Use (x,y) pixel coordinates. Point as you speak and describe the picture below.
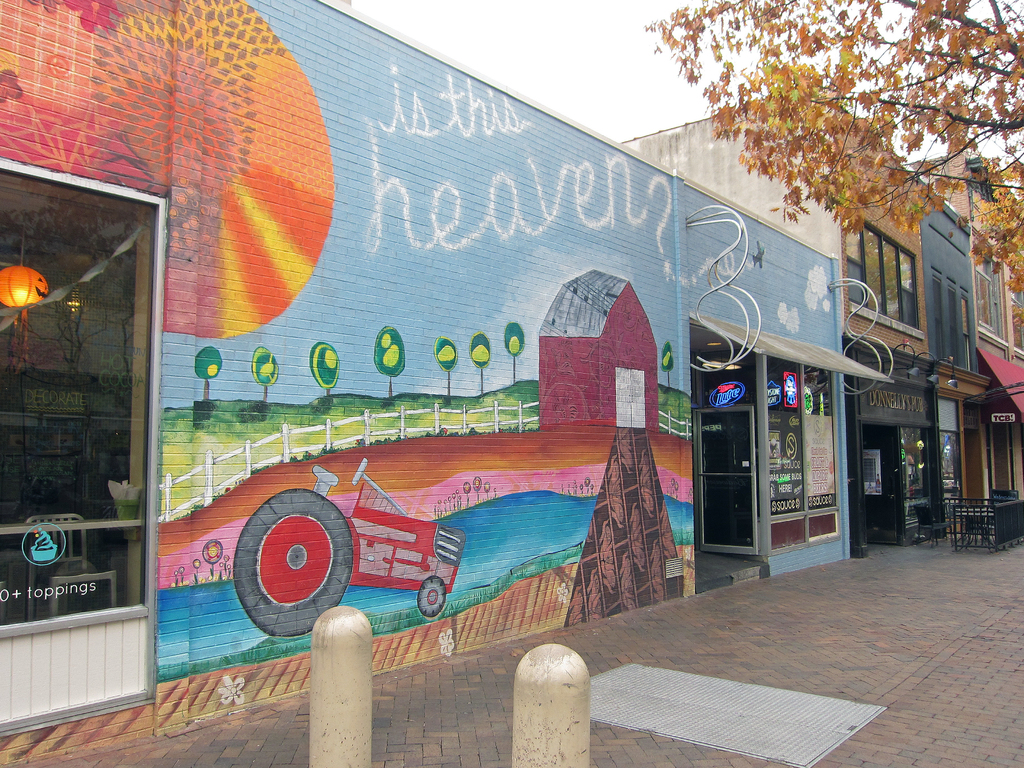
There is a glass door (7,501) on the left side of the image (72,365), there is a pumpkin lantern (19,288), chair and other items (58,422) inside the door (44,380), there is a painting (455,330) on the wall (493,356) in the center (476,334). There are doors (743,448), stairs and railing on the right side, there is a tree (975,60) in the top right side (937,48), there are small bollards (548,684) at the bottom side (560,674).
